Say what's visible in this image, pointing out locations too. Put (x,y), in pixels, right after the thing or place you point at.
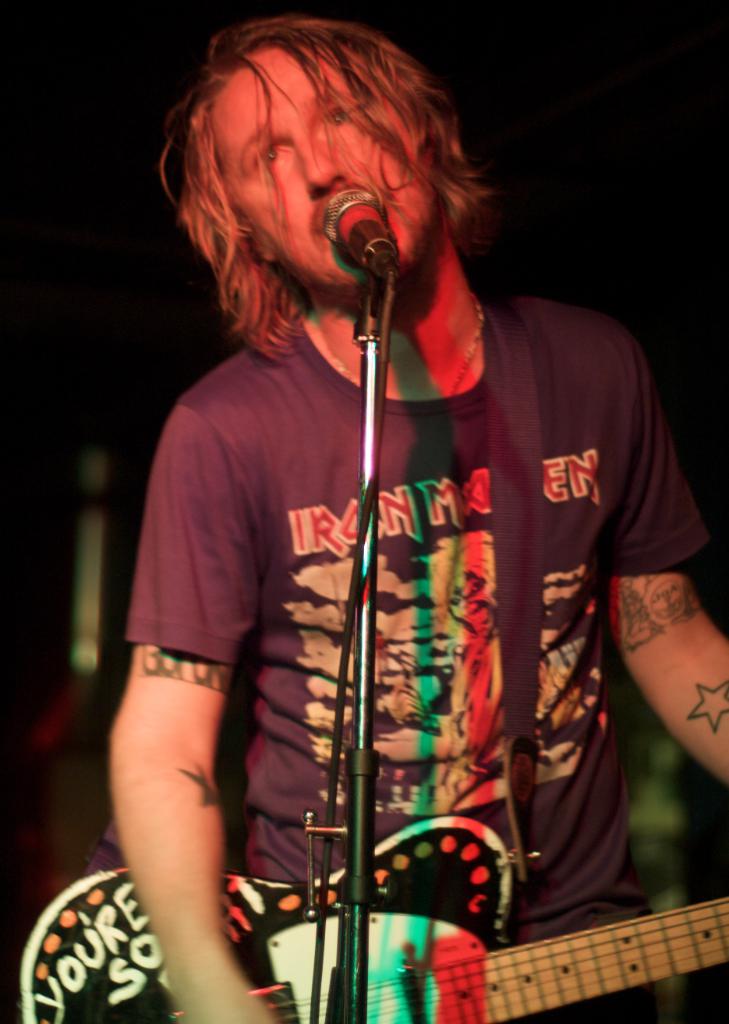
In this picture we can see a person (332,447) standing in front of the mike (357,229) and playing guitar (499,968).
